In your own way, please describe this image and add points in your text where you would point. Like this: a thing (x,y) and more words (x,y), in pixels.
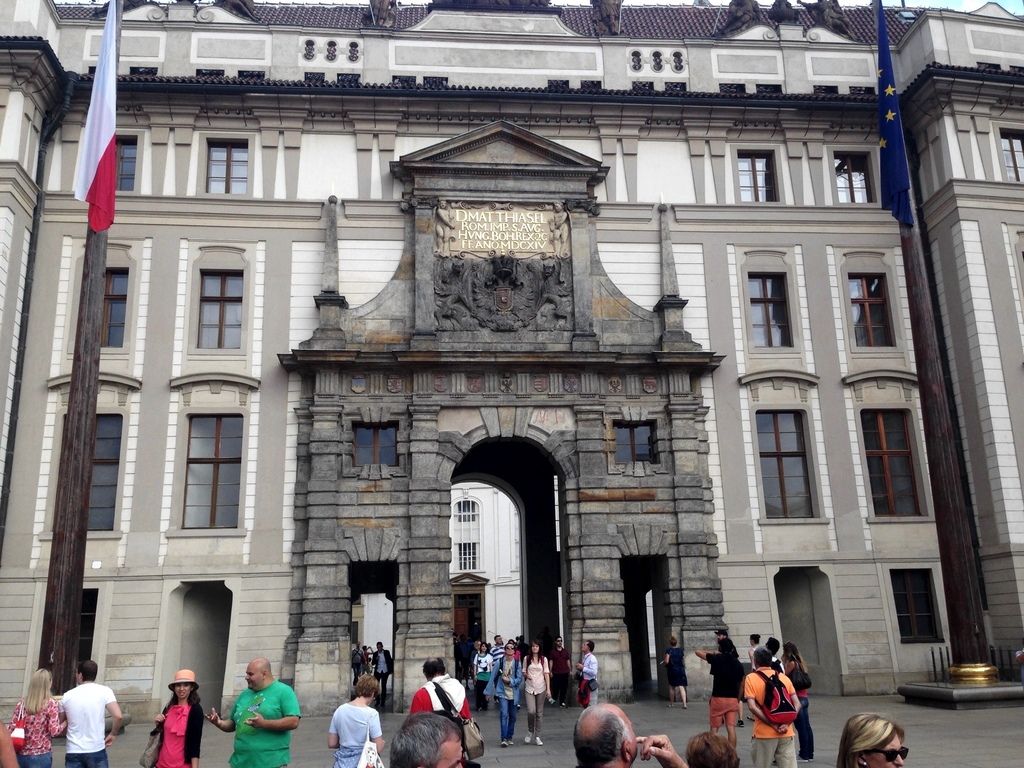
In this picture we can see bags (762,680), caps (183,675) and a group of people (553,696) standing and some are walking on the ground (382,719) and in the background (610,679) we can see poles (923,335), flags (885,196), buildings (485,582), windows (774,273), arch (500,430).
